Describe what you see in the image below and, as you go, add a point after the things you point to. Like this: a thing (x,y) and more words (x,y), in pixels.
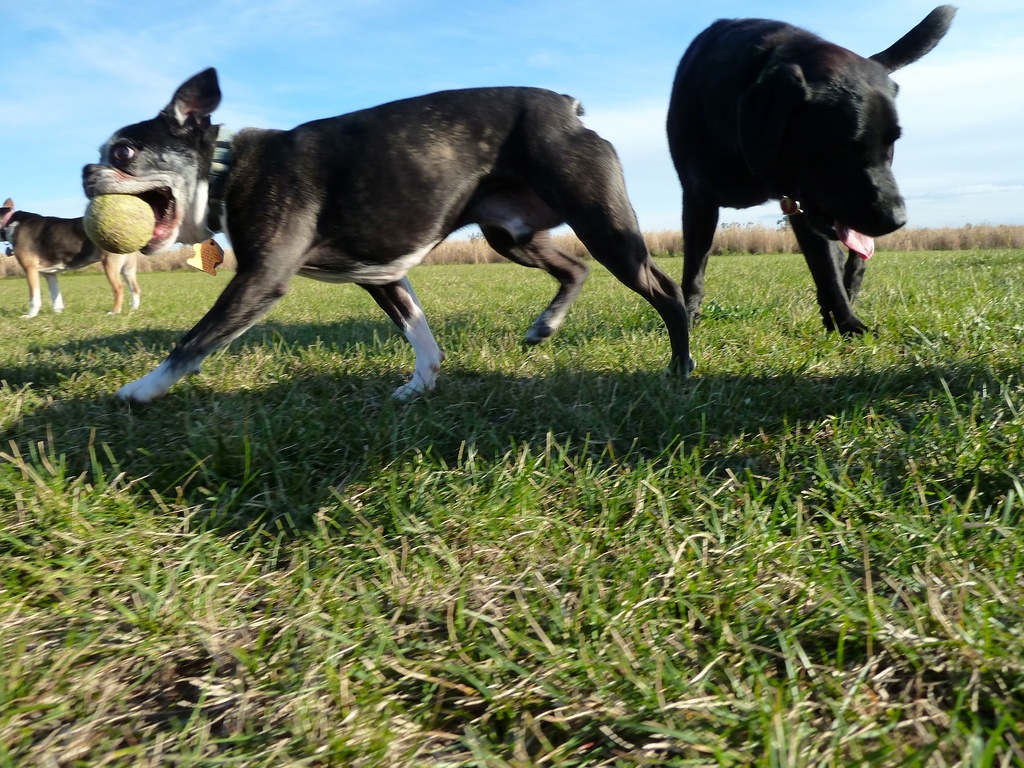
In this image there are few dogs (283,226) on the grassland (446,553). A dog (192,211) holding a ball (133,210) with its mouth (176,228) is walking on the grassland (423,451). Top of image (390,77) there is sky (64,68).
